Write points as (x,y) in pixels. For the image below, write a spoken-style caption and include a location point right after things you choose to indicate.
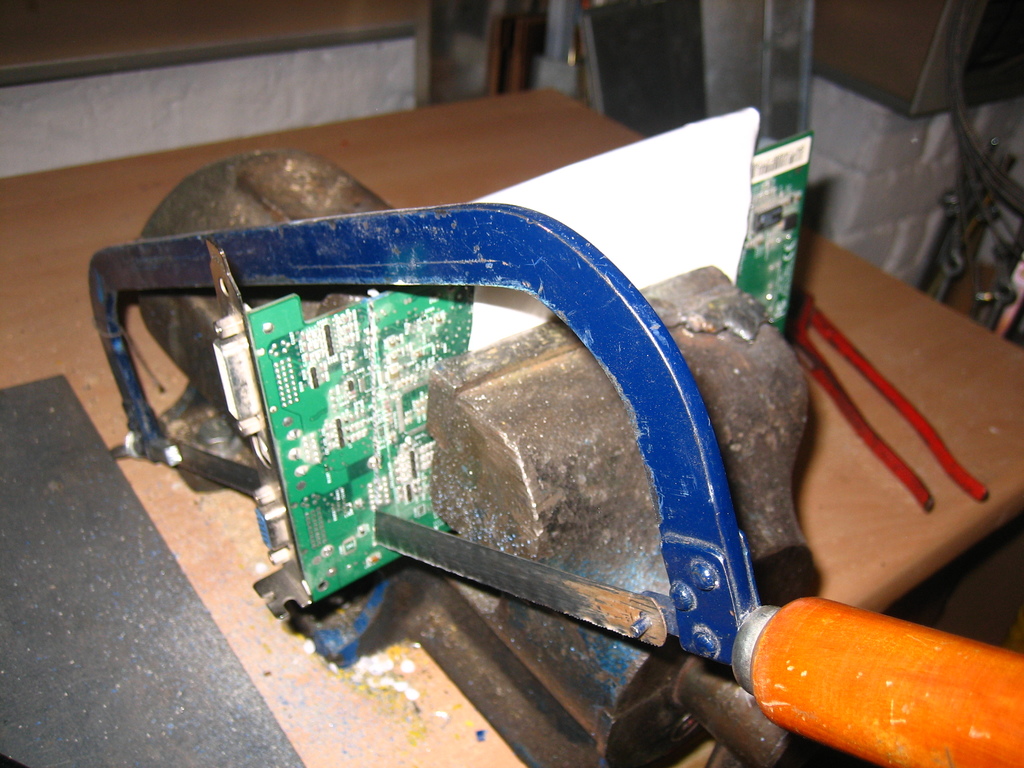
In the picture there is a mini saw (157,446), it is cutting some object (354,401) and beside the saw (510,569) there is a cutting plier (856,424), all these things (282,409) were kept on the table (160,489).
